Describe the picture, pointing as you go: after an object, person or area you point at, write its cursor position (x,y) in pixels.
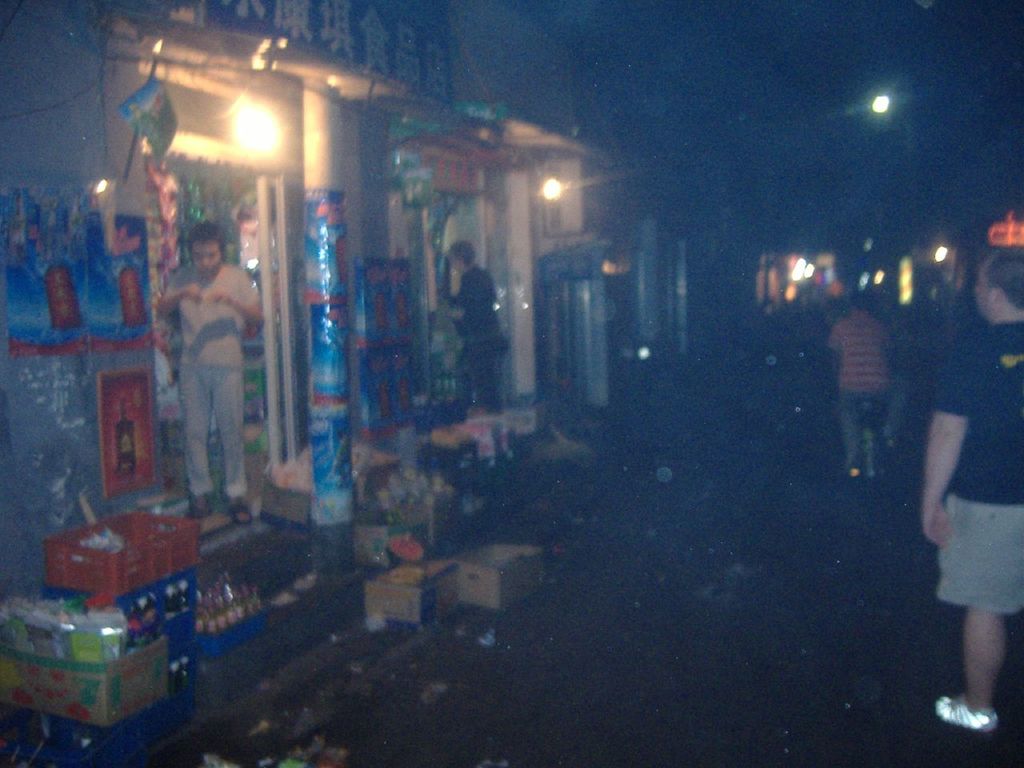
In this image, there are a few people (993,499). We can see the ground (694,712) with some objects (129,686). We can also see some stores (402,504) and baskets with objects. We can also see some pillars (327,363) and the wall (52,364) with some posters (122,335). We can see some lights (999,232).
